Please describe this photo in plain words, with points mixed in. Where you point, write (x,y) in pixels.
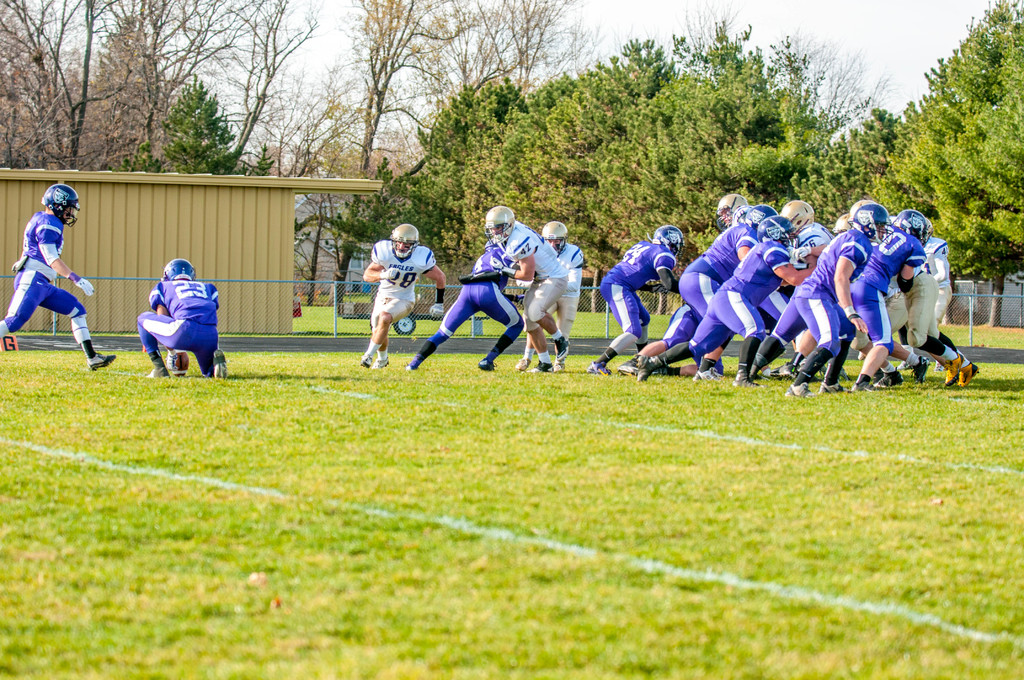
Left side of the image (26,249) there is a person (45,255) wearing a helmet (57,199) is walking on the grass land (213,506). Before him there is a person (200,322) holding a ball (186,370) in his hand (168,361). A person (404,293) wearing a white sports dress (411,279) is running on the grass land (438,423). Right side (732,280) there are few persons (740,267) on the grassland (6,356). Behind them there is a fence (420,316). Left side (276,239) there is a house (230,241). Before it there is a vehicle (350,313). Background (756,151) there are few trees (738,153). Behind there are houses (327,265). Top of the image (848,26) there is sky (848,26).
